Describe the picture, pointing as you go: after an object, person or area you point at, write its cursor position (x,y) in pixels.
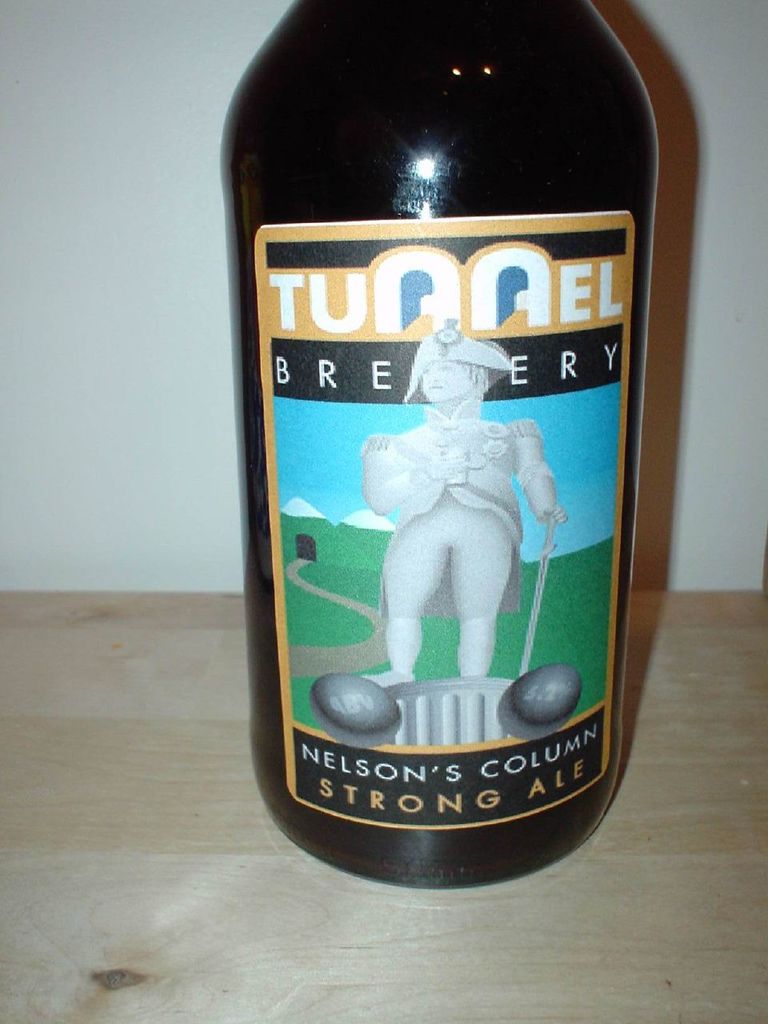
In this image we can see a bottle (597,626) with the picture (522,534) and some text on it which is placed on the surface (357,950). On the backside (151,291) we can see a wall (101,278).
